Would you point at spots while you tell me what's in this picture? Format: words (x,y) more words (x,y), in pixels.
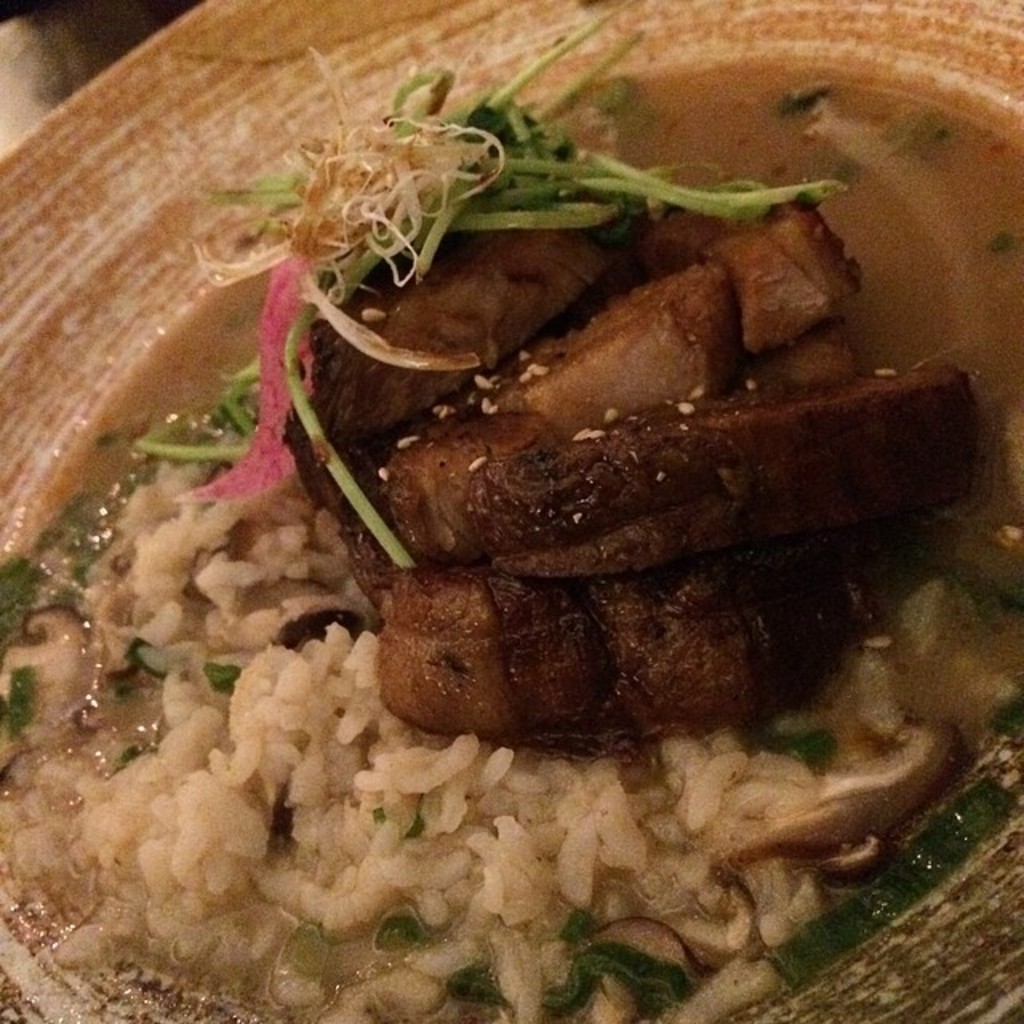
In this plate (990,882) I can see the meat (709,428), rice (700,830), soup (1001,313) and other food items (549,56).
